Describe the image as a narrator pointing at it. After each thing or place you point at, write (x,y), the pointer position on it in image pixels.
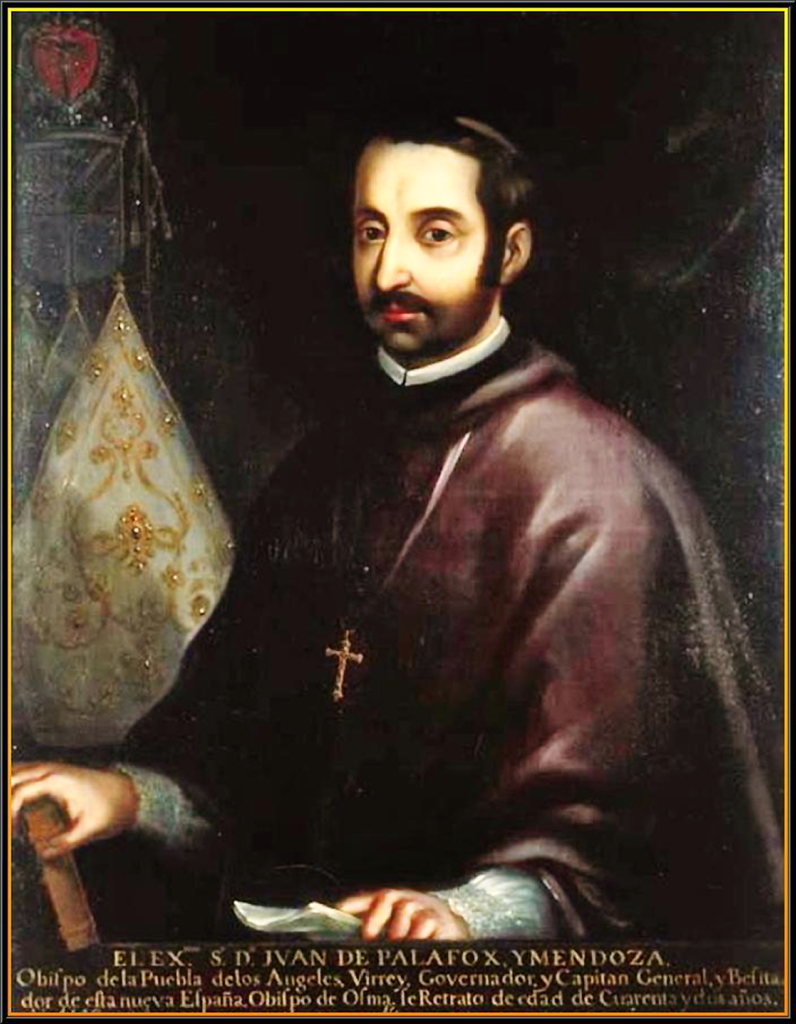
In this image we can see the depiction (433,465) of a person (391,666) and also an object (210,592) in the background (102,521). At the bottom (455,995) we can see the text (455,995) and the image has borders (794,650).
